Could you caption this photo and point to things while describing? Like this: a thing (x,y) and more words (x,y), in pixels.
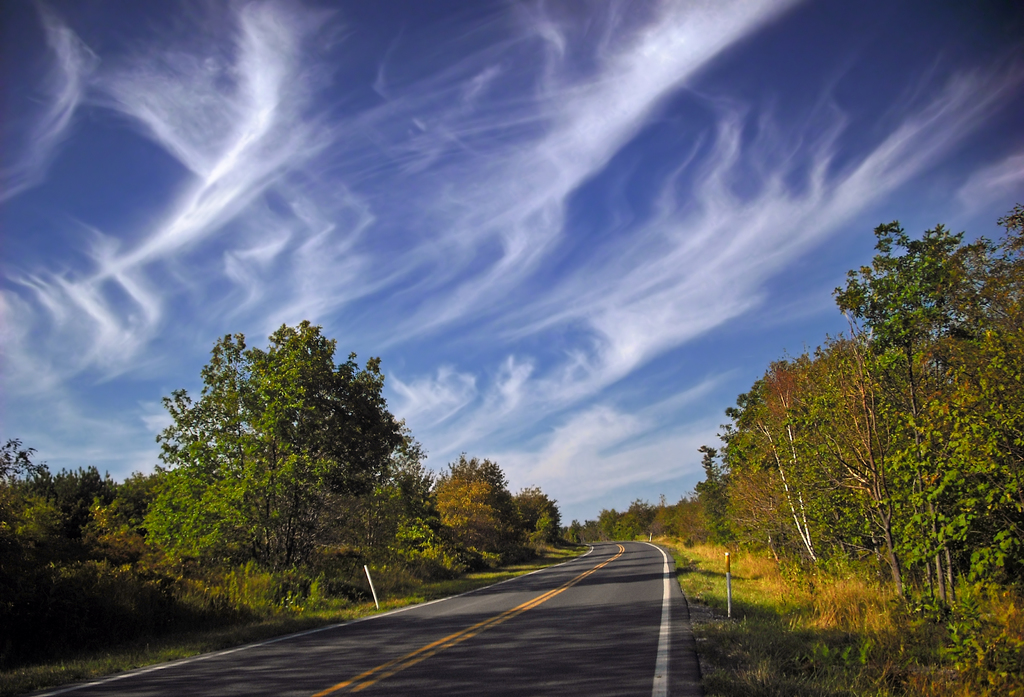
This image is clicked on the road (422,635). There are markings (530,605) on the road (513,627). Beside the road (566,594) there are trees (491,521) and grass (737,587) on the ground (759,587). At the top (488,195) there is the sky (418,204).
